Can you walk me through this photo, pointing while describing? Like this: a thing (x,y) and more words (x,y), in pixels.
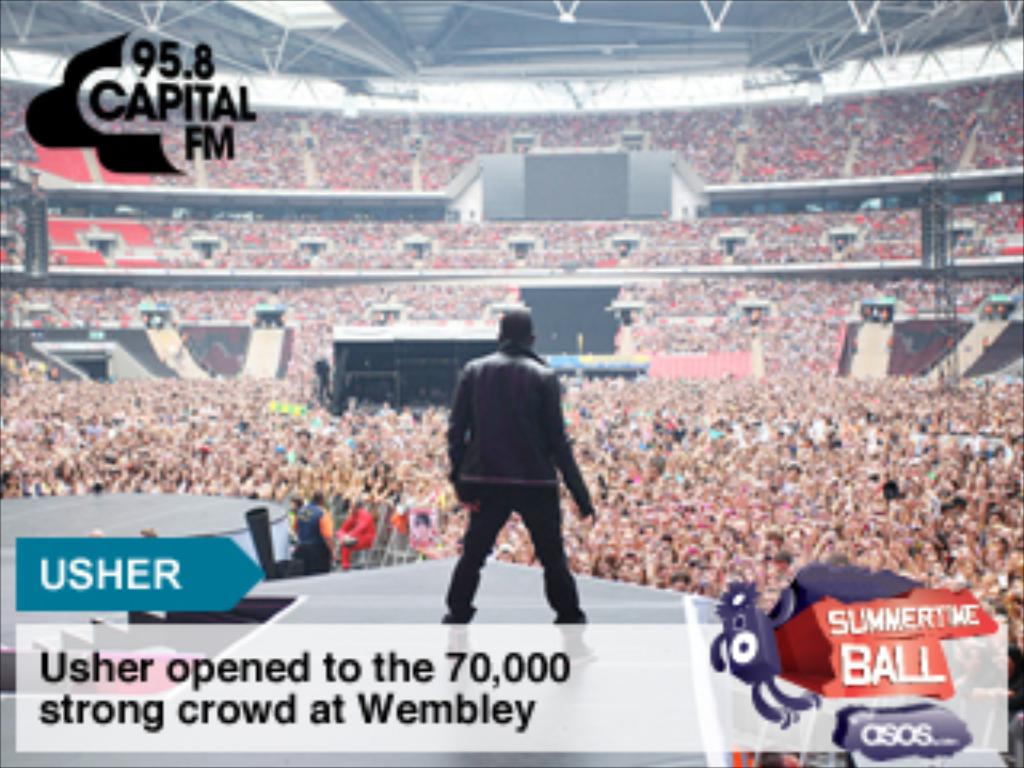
In this picture we can see a person (508,464) standing on a stage (529,593), we can see some text (345,693) here, in the background (646,552) there are some people (681,299) here, we can see some metal rods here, there is a logo (67,96) here.
